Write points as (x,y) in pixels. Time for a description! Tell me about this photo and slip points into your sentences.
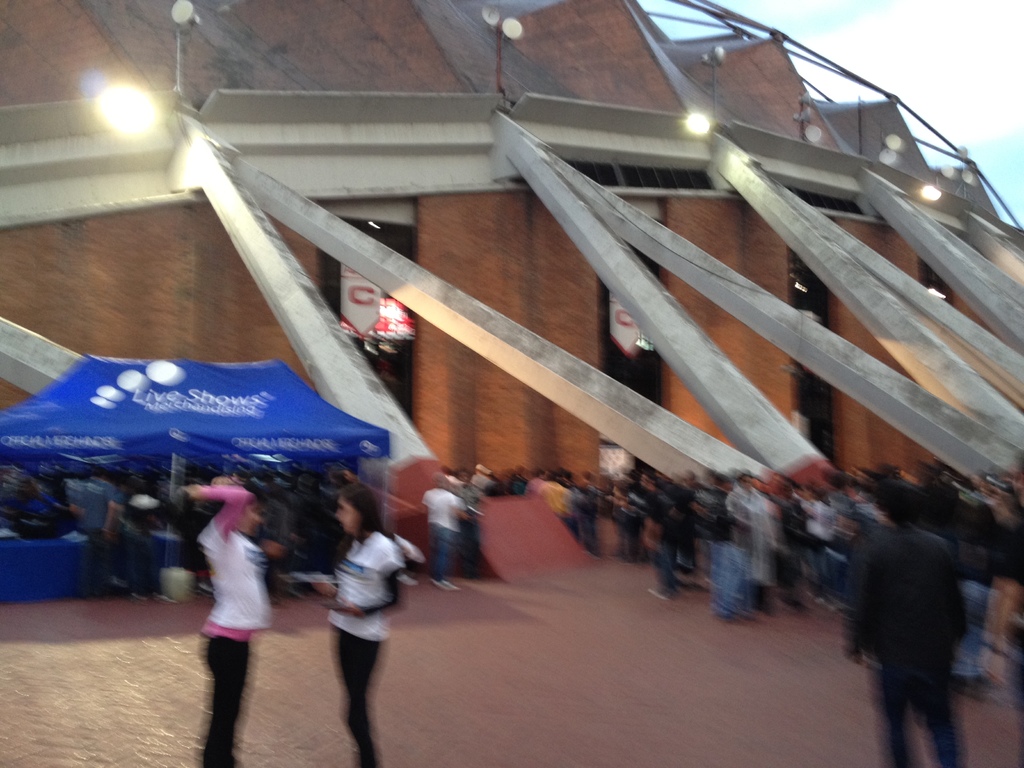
This image consists of many persons (946,607). At the bottom (677,745), there is a floor (765,691). To the left (264,393), there is a blue colored tent (126,433). In the background (542,140), there is a building (617,113) along with pillars (573,233) and lights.
